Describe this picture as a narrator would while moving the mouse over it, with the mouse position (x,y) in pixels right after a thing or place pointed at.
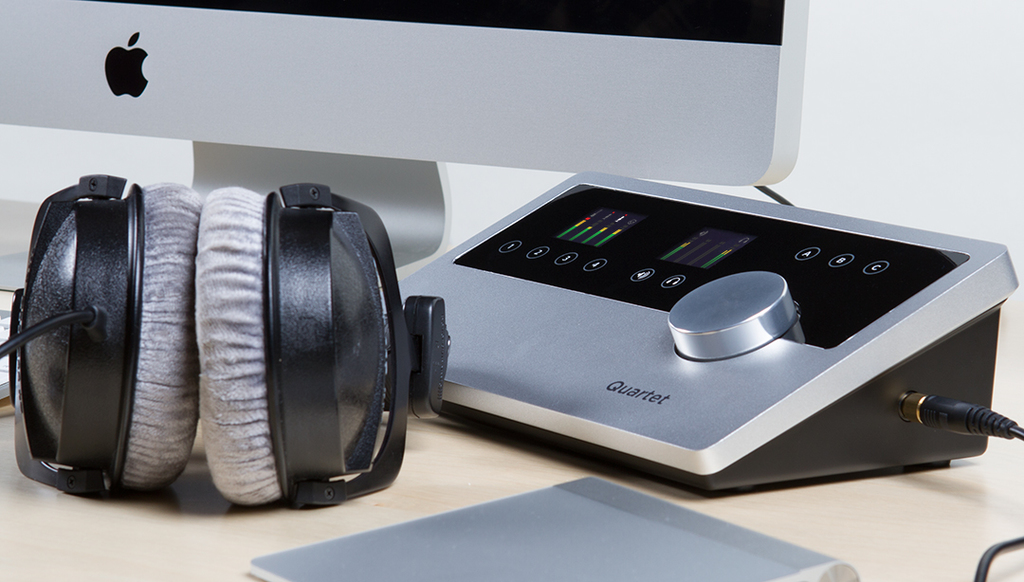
This is a table (364,502). On the table (449,487) there is a headset (330,308), device (591,335), and a monitor (477,54) which is truncated. There is a white background (940,179).
